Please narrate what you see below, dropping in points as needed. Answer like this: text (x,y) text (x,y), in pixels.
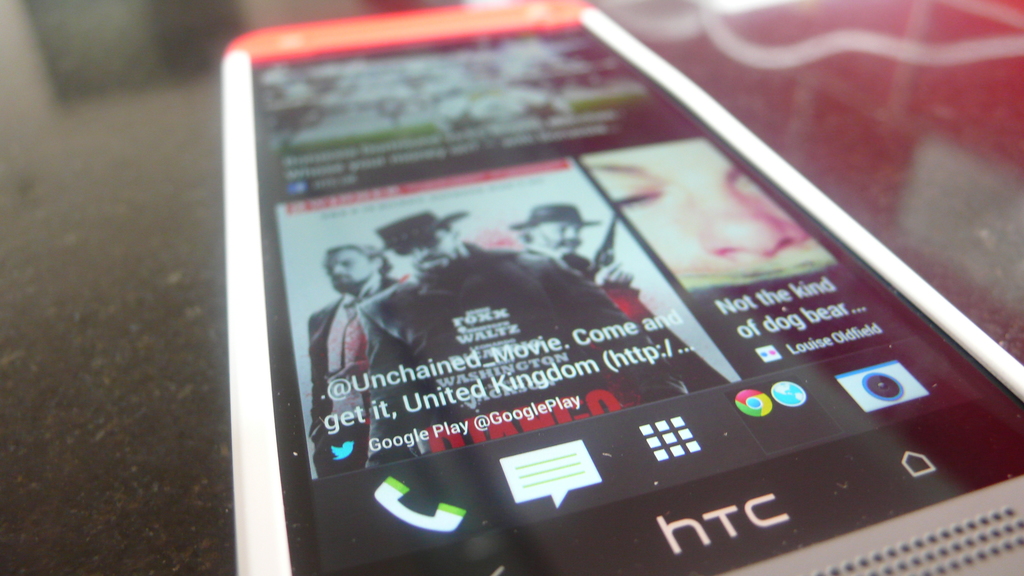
This is a picture of a mobile (426,412), where there are icons (784,392), photos (491,384) and words (338,161) on the screen (429,249) of the mobile (444,304), which is on the object (732,74).
